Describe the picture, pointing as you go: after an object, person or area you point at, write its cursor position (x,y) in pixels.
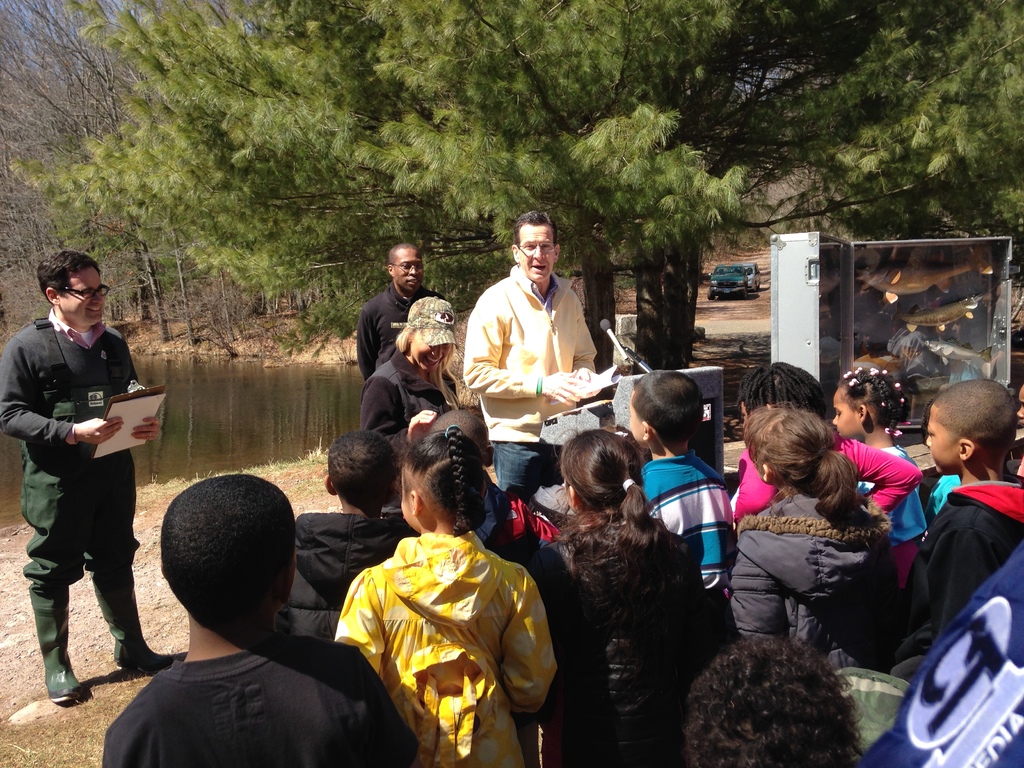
In this picture we can see a group of people (449,452) are standing and some of them are holding papers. In the middle of the image (574,410) we can see a podium (587,425). On podium (630,388) we can see a mic (629,358). In the background of the image (611,321) we can see the trees (438,288), water (249,404), vehicle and object (839,247). At the bottom of the image (35,652) we can see the ground (53,749).
